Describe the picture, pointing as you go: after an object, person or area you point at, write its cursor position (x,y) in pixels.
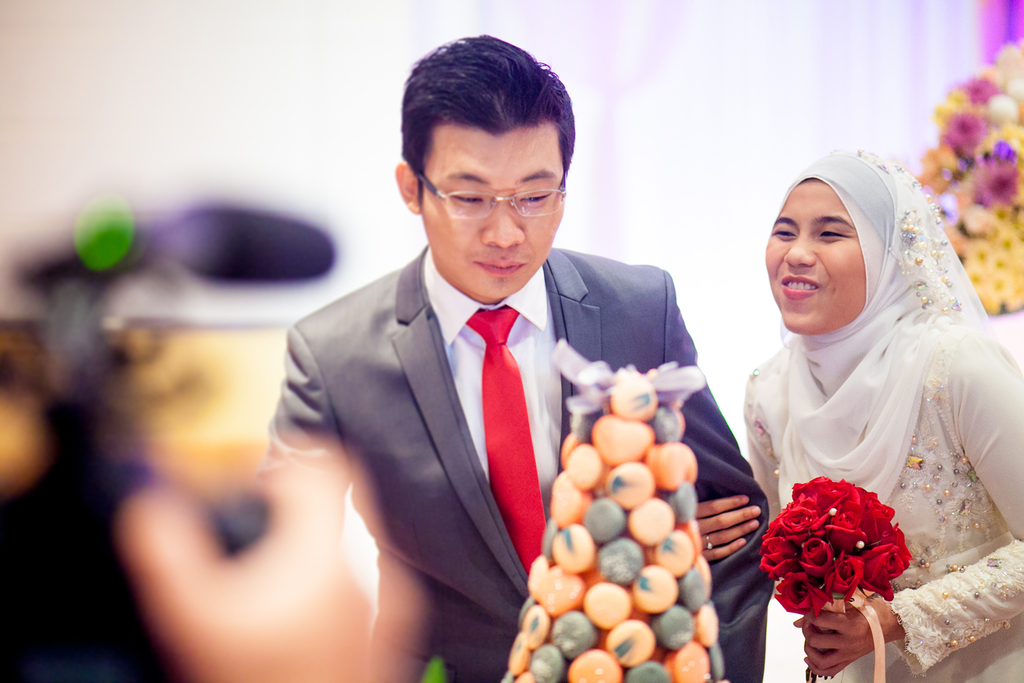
In this image we can see a man (535,346) wearing white color shirt (520,361), red tie (505,397) and gray blazer (402,392) and a woman (757,369) wearing cream color dress (910,495) holding red color roses (850,521) and a person's hand (286,577) holding the camera (86,460) and in the background (971,184) there are some flowers (980,216).
